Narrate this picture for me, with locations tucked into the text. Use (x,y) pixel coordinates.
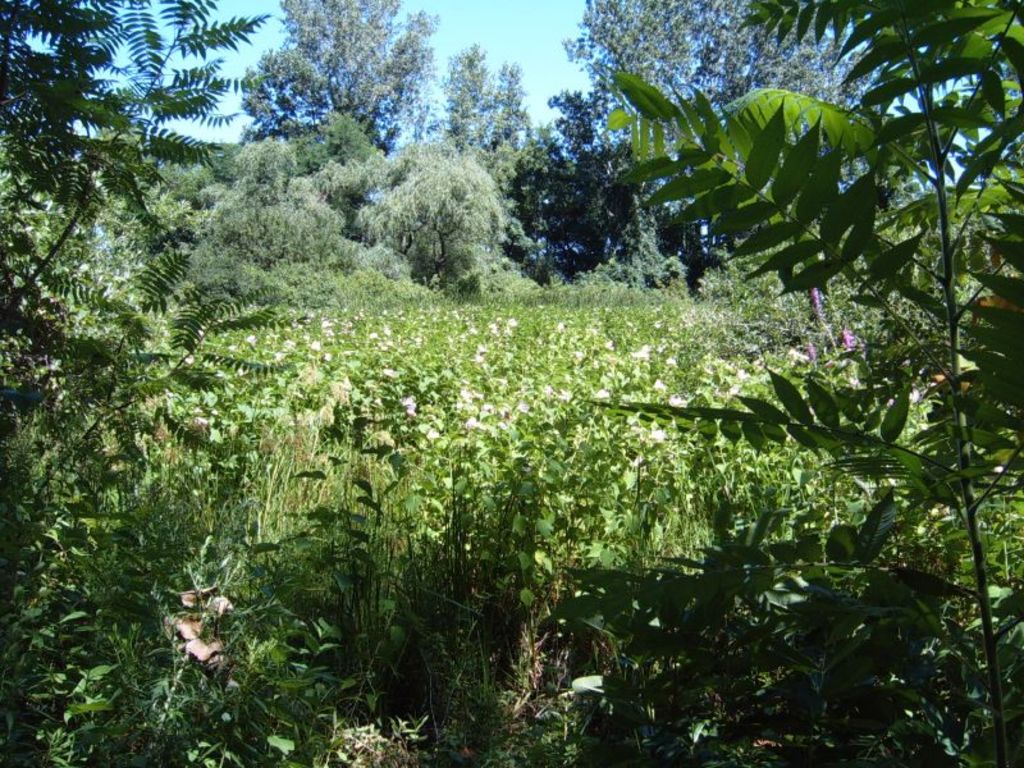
In the foreground of this image (742,645), there are plants (531,630) and trees (53,117) and in the background (461,186), there are flowers (509,320), trees (464,203), plants (488,323) and the sky (461,40).
